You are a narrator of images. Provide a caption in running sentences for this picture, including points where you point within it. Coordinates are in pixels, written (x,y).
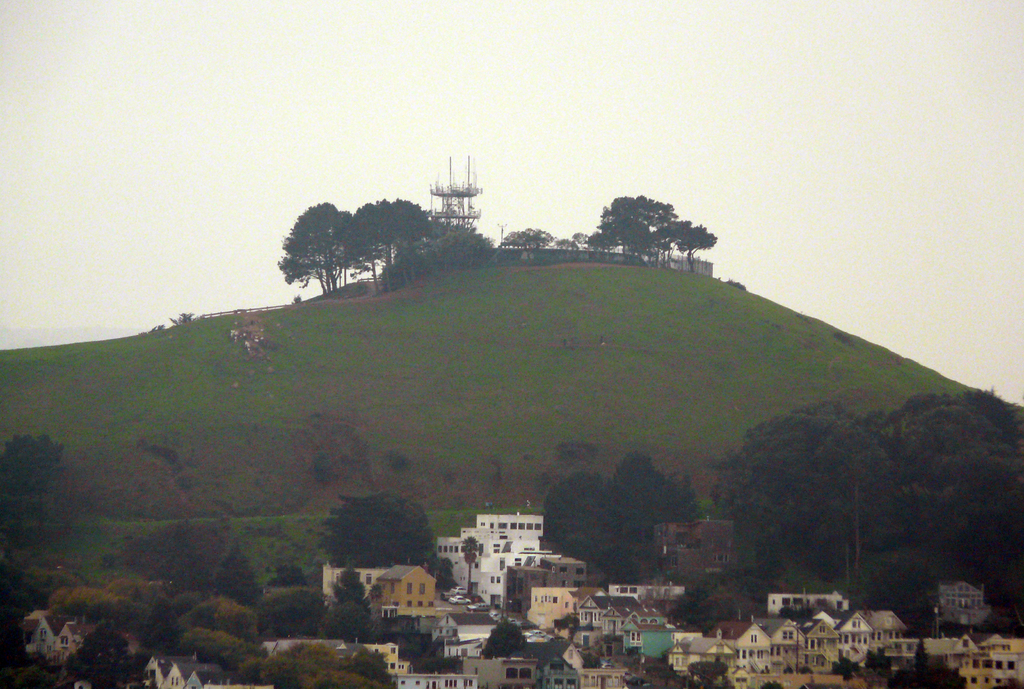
In this image there are buildings (498,551), vehicles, trees (396,275), hill (577,330), grass (628,320), sky (416,19) and objects (512,260).
